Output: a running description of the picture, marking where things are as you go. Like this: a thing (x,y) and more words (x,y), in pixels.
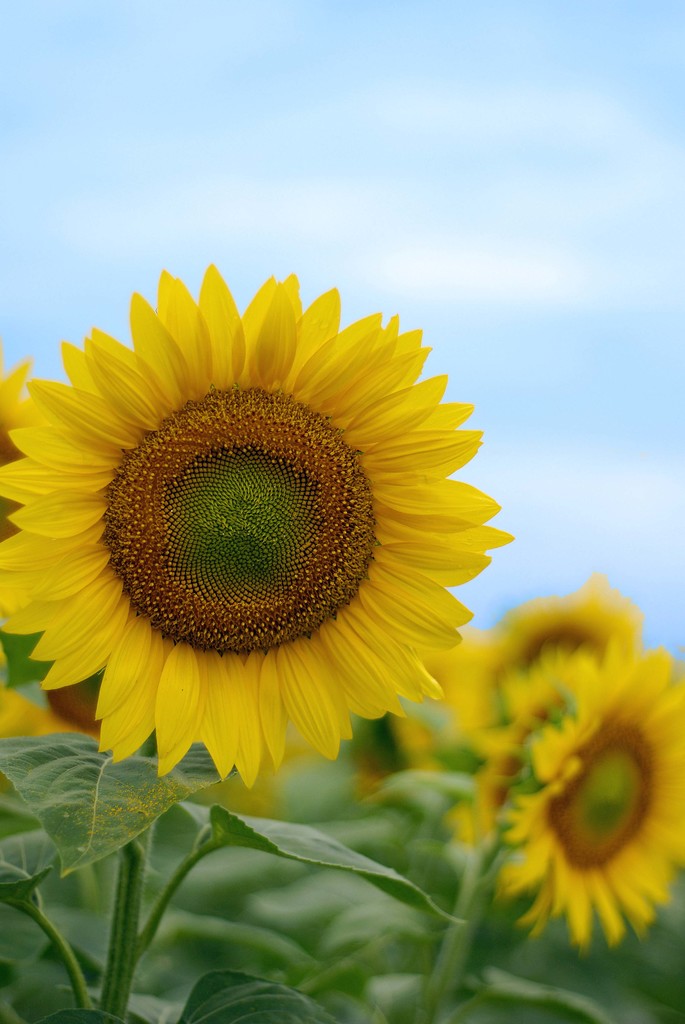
In this picture there are sunflowers (357,628) in the center of the image (334,452) and there is sky (421,108) at the top side of the image (378,157).
